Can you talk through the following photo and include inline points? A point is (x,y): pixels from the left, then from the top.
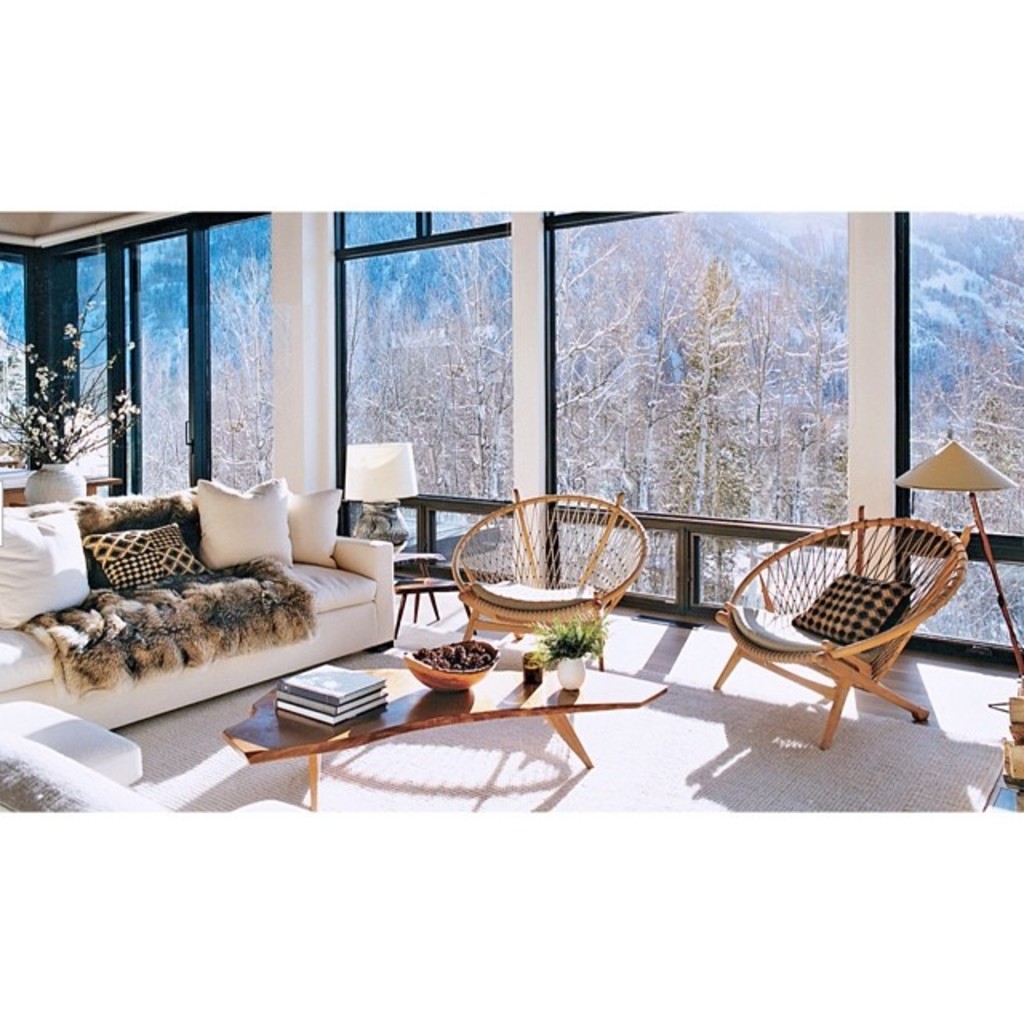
A picture inside of a room (152,740). These are chairs (554,603). This is a couch (27,649) with pillows (216,539). Beside this couch (108,520) there is a plant (52,430). Outside of this window (686,415) there are bare trees (629,428). On this table (399,720) there is a bowl (439,671), books (367,685) and plant (576,686).
